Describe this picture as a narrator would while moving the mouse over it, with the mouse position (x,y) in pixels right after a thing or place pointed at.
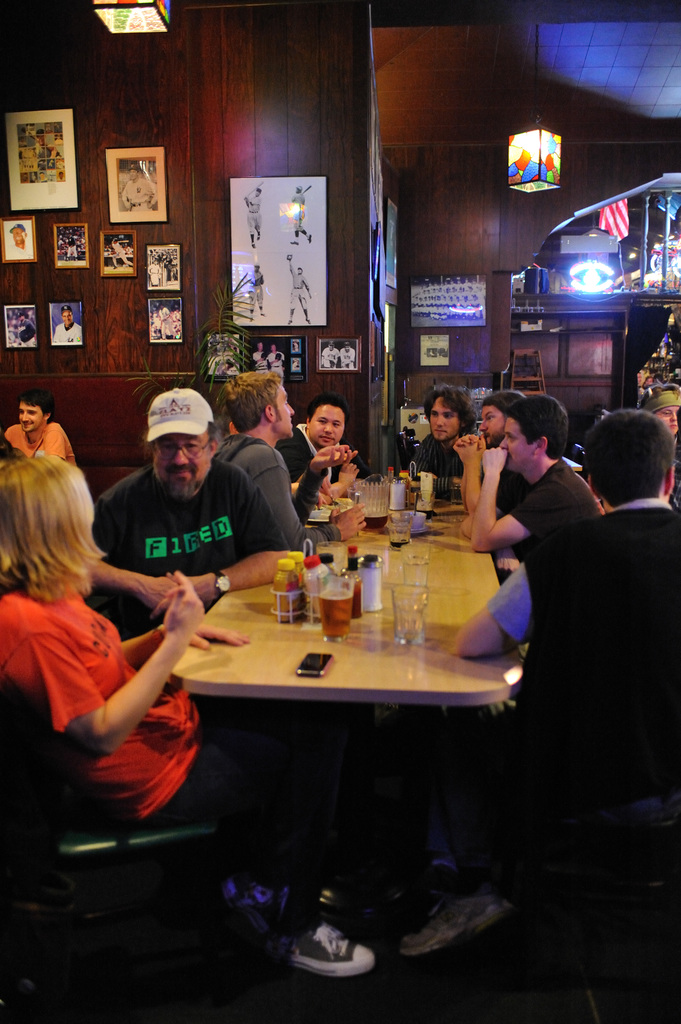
In this picture there are group of people (33,655) those who are sitting around the table (203,677) and there are glasses (460,490), bottles (428,472), and other food items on the table (426,701) and there are photographs (30,225) all over the area of the image on the wall (331,277), it seems to be a hotel (415,157).
